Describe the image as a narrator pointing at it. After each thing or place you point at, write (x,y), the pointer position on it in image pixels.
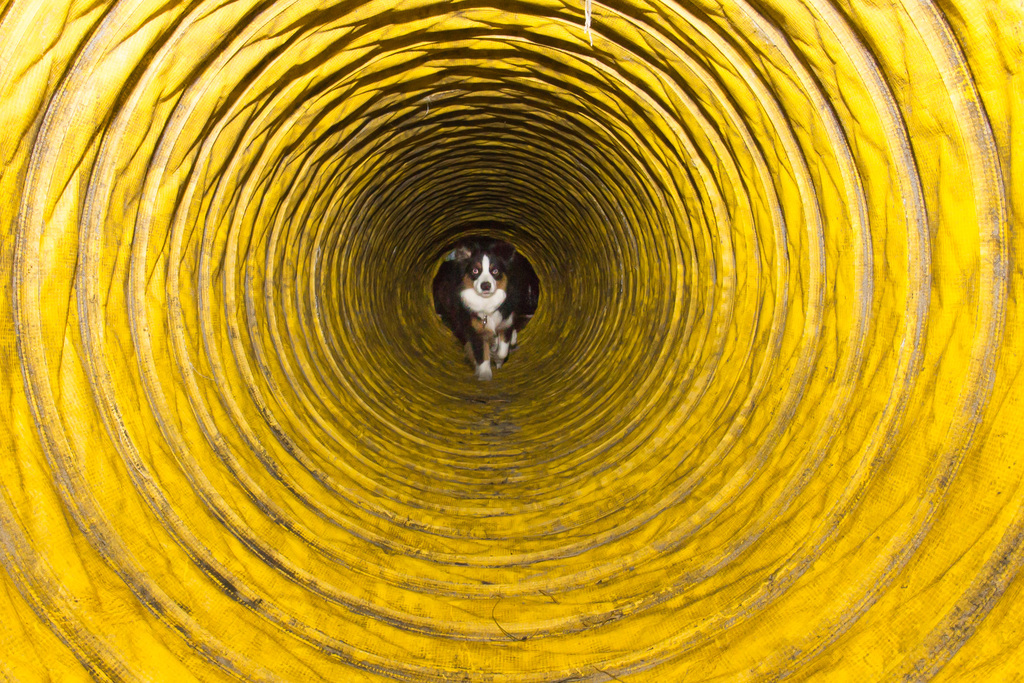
In this picture I can see a dog (515,328) is running in a yellow color tunnel (355,312).
